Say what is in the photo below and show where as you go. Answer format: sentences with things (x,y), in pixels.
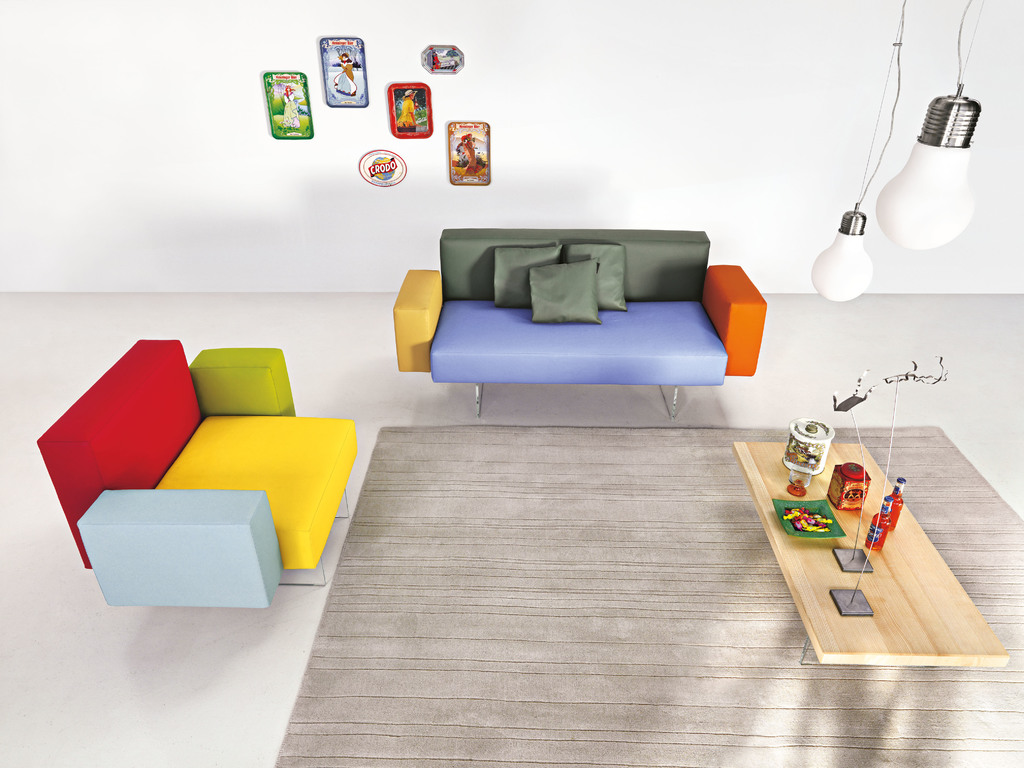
This couches (639,329) are colorful. On this couch (679,331) there are pillows (553,296). This pictures (422,127) are attached on wall (437,128). This are bulbs (957,196). On a table (877,589) there are bottles (890,526), jar (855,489) and plate (834,527). On floor (778,388) there is a carpet (562,601).
